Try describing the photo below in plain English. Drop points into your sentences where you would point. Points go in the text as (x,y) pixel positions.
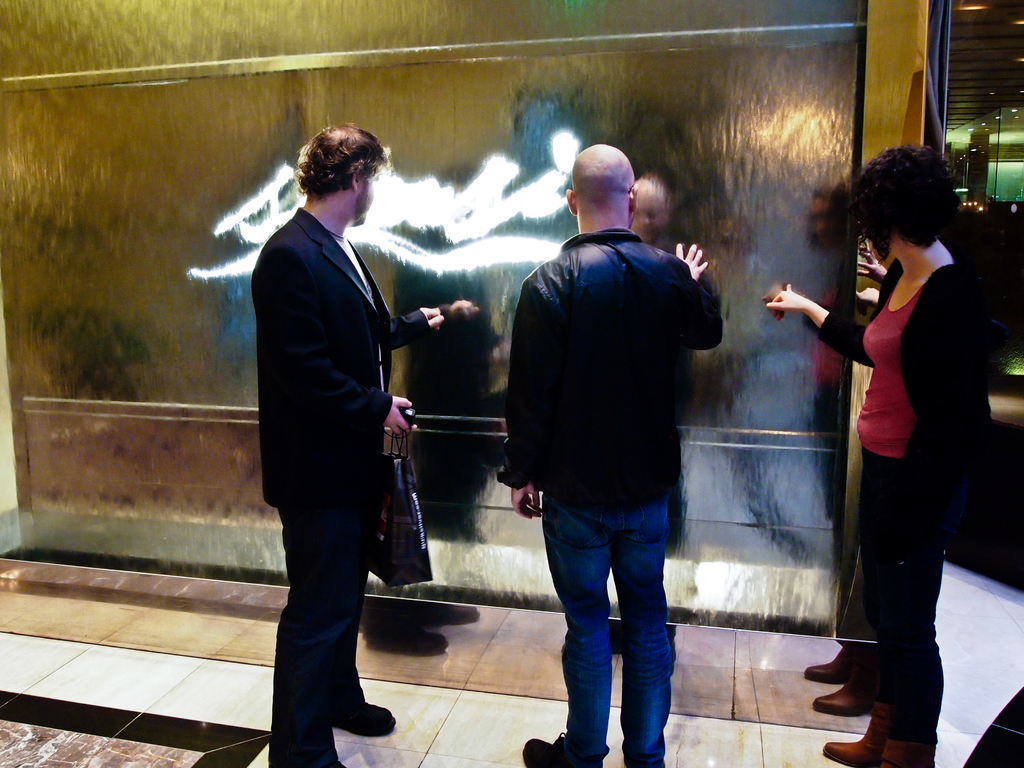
In this image, there are three persons (398,399) standing and wearing clothes (608,432). The person (332,357) who is on the left of the image (332,305) holding a bag (398,523) with his hand (392,416).
